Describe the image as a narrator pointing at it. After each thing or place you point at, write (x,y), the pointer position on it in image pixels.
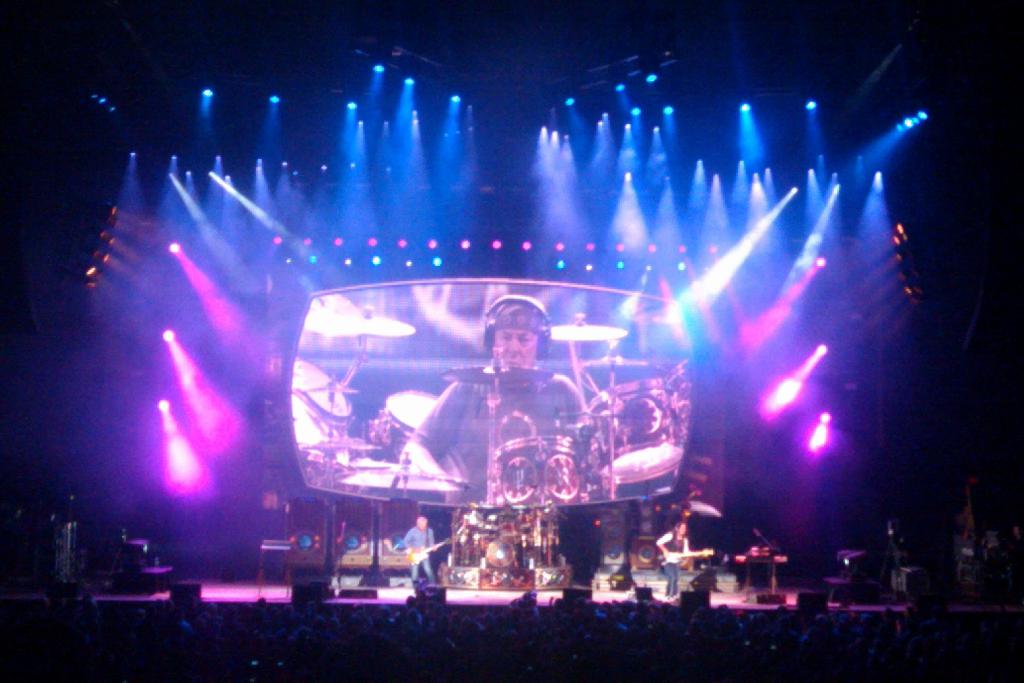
This is an image clicked in the dark. In the middle of the image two persons (428,541) are standing and playing the guitars (423,555) on the stage (330,589). At the back of these people (417,534) there is a screen (357,371). On the screen (494,404), I can see a person (498,425) is playing the drums (529,464). In the background (159,404) there are many lights (174,414). At the bottom (477,631), I can see a crowd of people (360,653) in the dark.
